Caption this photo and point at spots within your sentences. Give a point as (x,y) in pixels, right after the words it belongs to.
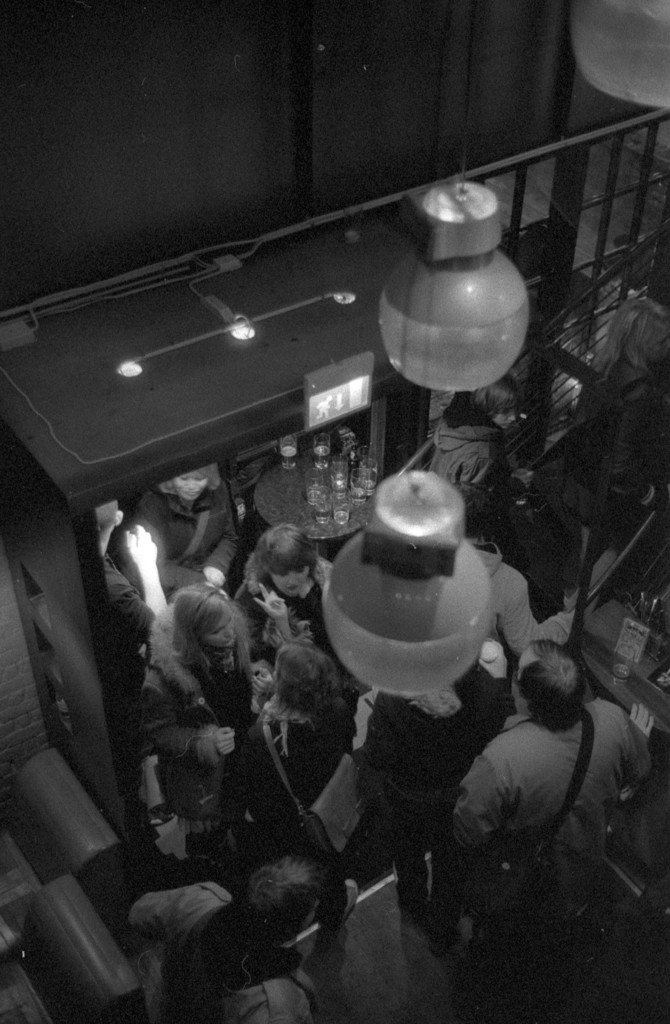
It looks like a black and white picture. We can see some people (221,801) are standing and a person (174,531) is sitting and some people (661,499) are walking on the staircase (543,478). On the right side of the people (195,555) there are tables (276,524) and on the tables (328,532) there are glasses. At the top (404,337) there are lights (454,310) hanged and a sign board (329,400).
